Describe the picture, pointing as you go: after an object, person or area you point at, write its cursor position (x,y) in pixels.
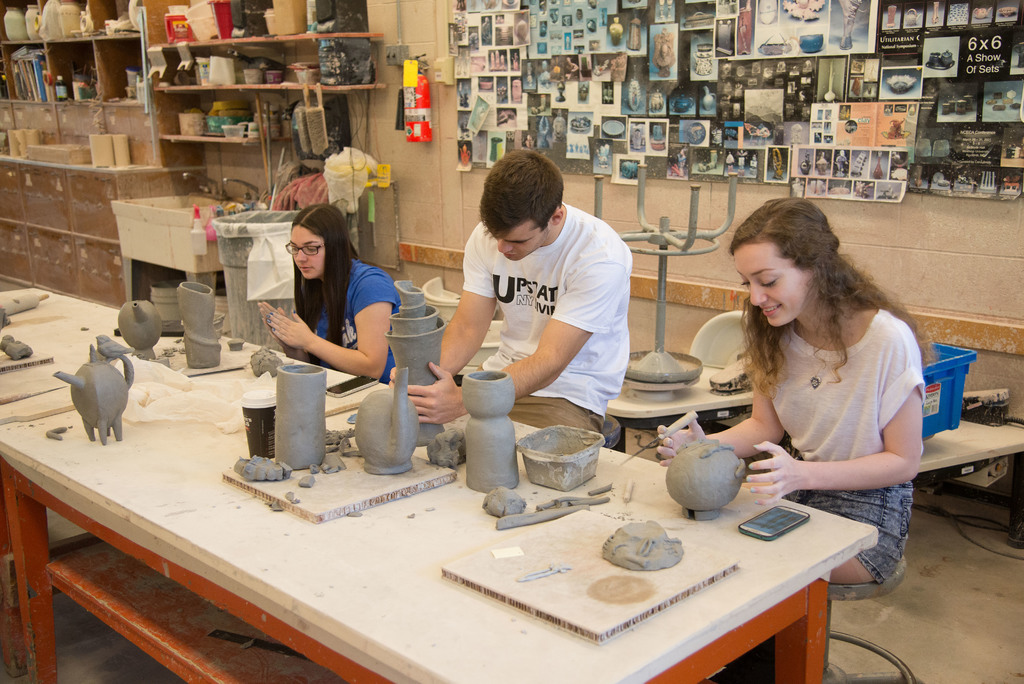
In this picture there are two women (330,264) and a man (572,297) who are sitting on the chair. These people (327,333) are making pots (693,474) with mud (678,475). There is a phone (783,530), cup (259,424) and pot making objects (325,443) on the table (371,530). There is a mud (627,550) and white slab (587,590) is visible. There are many images (704,20) on the board (541,125). A fire extinguisher (414,119), bin (252,239), bottle (213,234), wash basin (154,245) are visible. There is a jar (20,32), bottle (59,83), many boxes (249,78) are kept in a shelf (178,129).
